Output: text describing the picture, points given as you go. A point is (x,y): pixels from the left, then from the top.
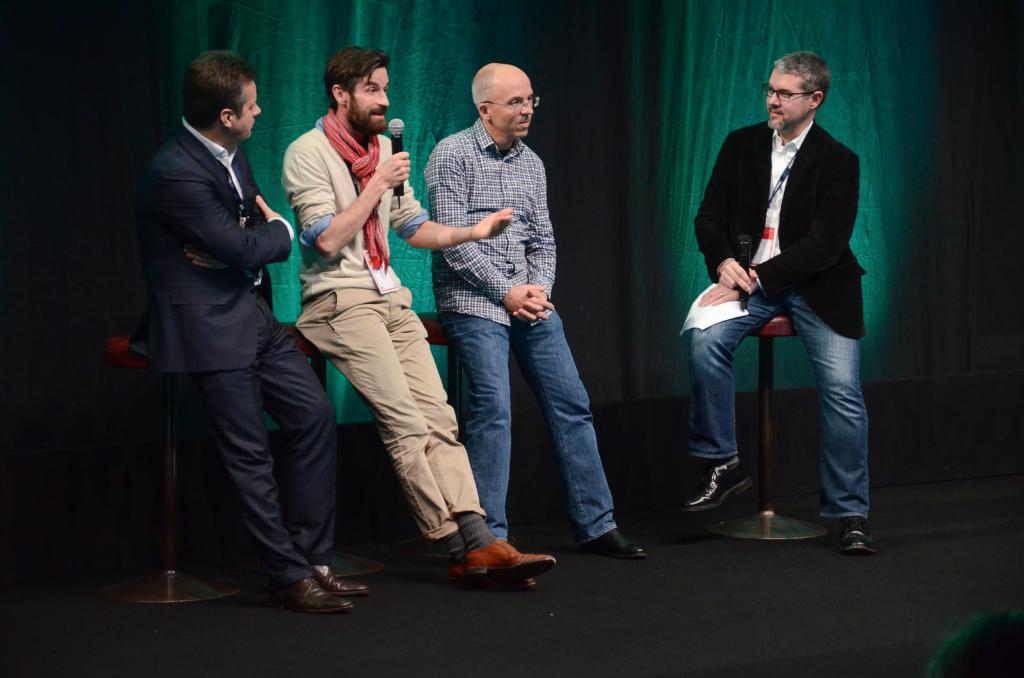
In the center of the image (524,312) we can see a few people (742,216) are sitting and they are in different costumes (465,263). Among them, we can see two persons (757,288) are holding some objects (694,308). In the background (593,236) there is a curtain (911,57).
